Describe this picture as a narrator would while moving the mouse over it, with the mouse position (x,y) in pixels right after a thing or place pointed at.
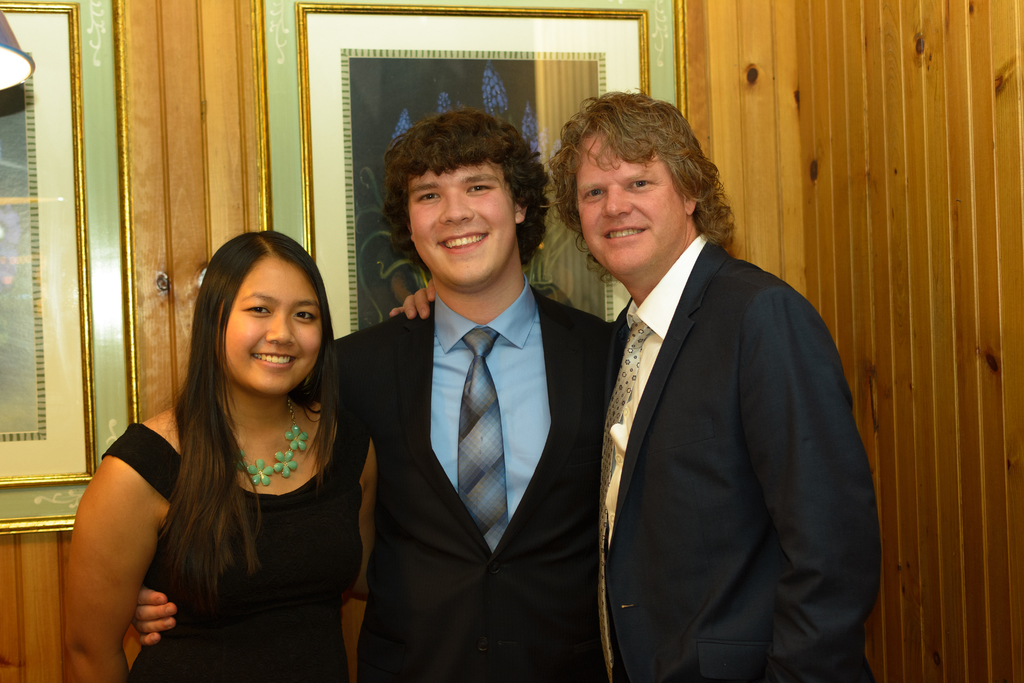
In this image we can see a woman (246,518) and two men (467,476) are standing. In the background (31,201) there are frames (2,260) on the wall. On the left side (4,61) at the top corner (4,61) we can see an object (11,47).
